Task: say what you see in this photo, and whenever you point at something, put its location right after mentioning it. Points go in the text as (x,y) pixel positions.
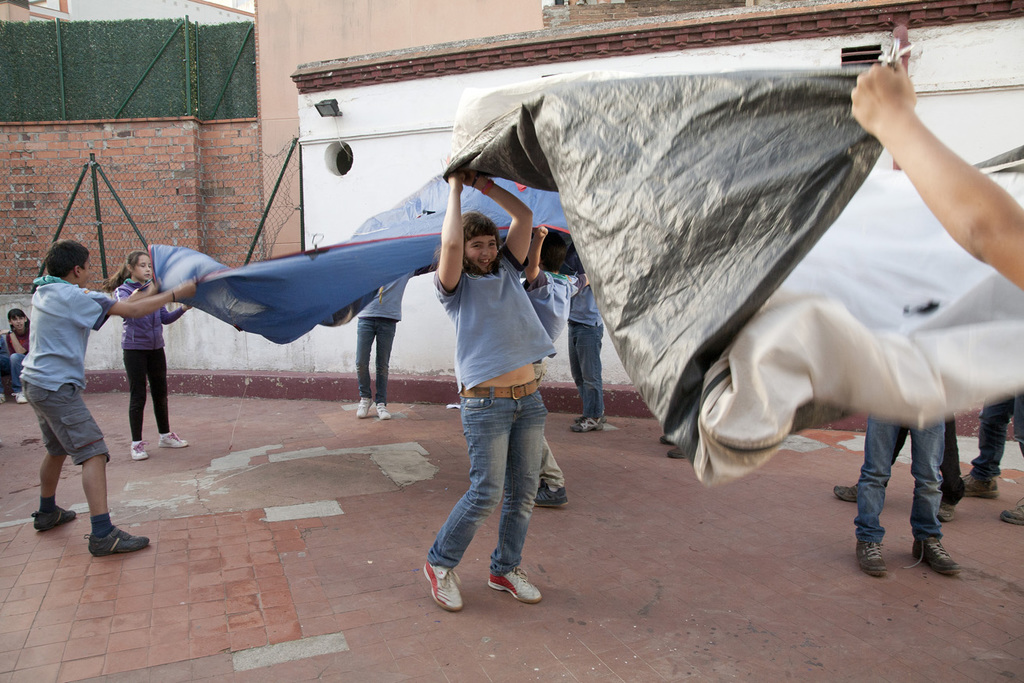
In this image we can see the children (596,400) are standing on the floor (545,585) and holding sheets (752,281) in their hands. In the background (213,211), we can see fence (195,223), wall (290,171) and buildings (420,30). We can see a girl (12,328) is sitting on the left side of the image (19,388).
